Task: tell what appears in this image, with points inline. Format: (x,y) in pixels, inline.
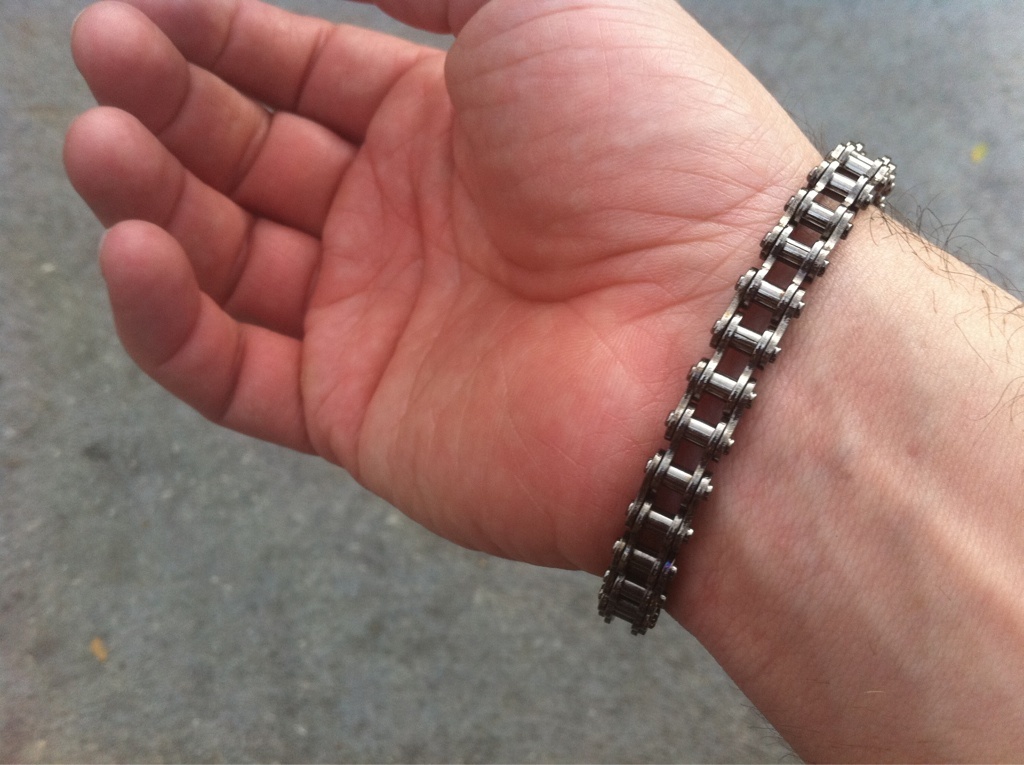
In this image we can see a person's hand (662,400) and he is wearing a bracelet (789,205). In the background (565,675), we can see a rough surface (295,506).
